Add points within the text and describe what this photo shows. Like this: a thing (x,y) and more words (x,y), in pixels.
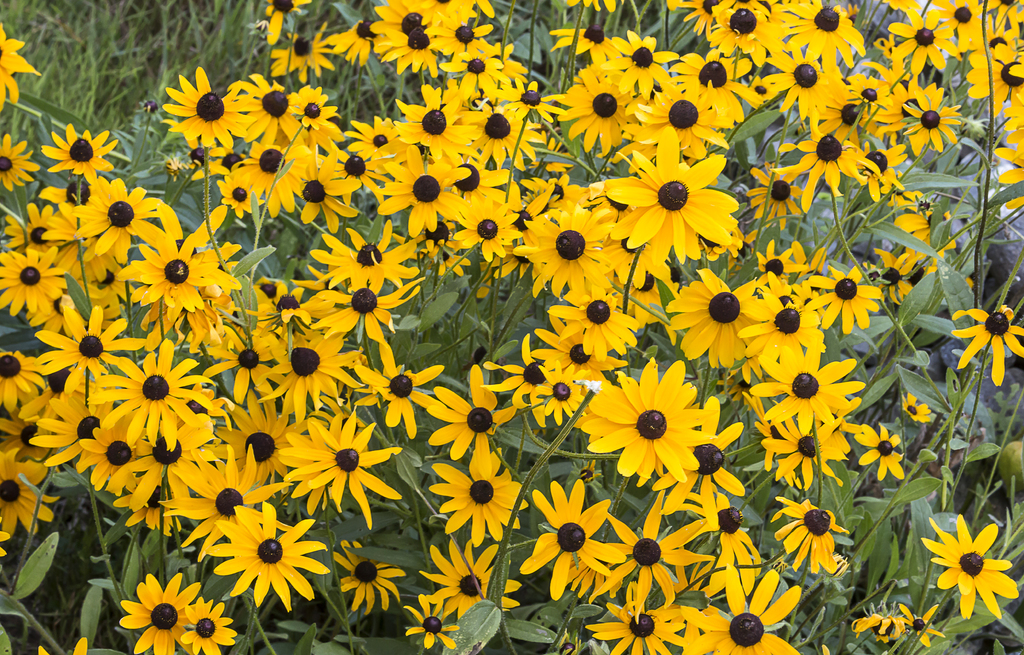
In the image I can see yellow color flowers (303,364) and leaves (458,300).
